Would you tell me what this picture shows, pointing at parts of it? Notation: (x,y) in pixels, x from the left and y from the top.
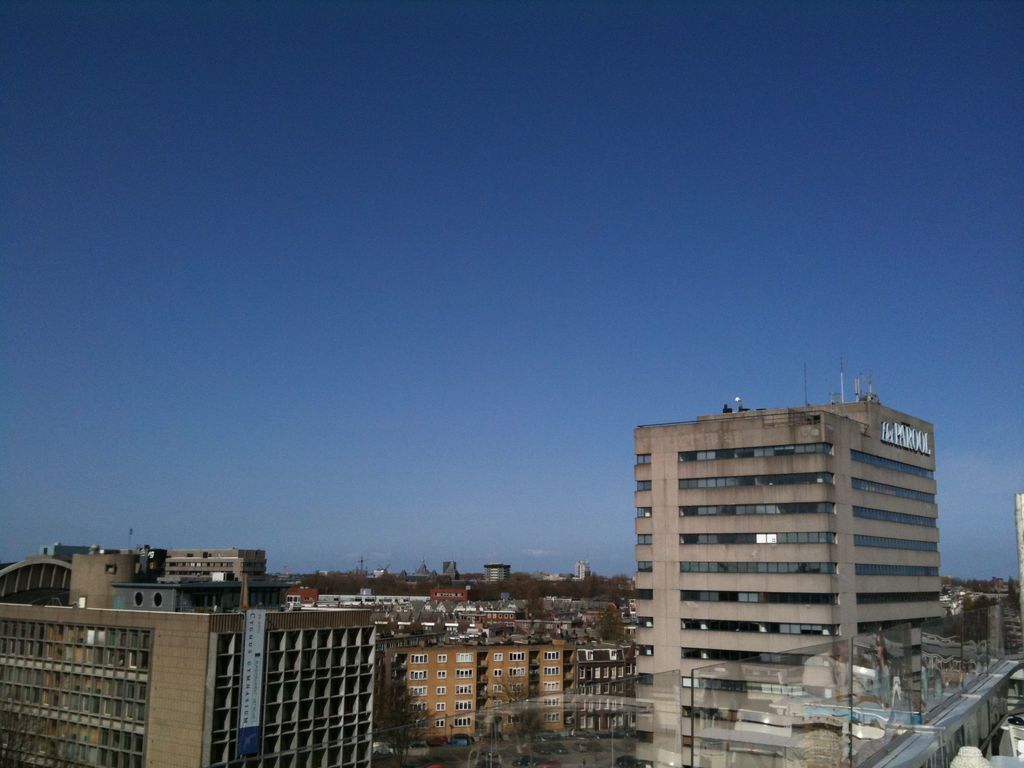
In this image we can see many buildings (775,555). We can also see some trees (416,724) at the bottom (512,705). Sky (504,427) is also visible.
